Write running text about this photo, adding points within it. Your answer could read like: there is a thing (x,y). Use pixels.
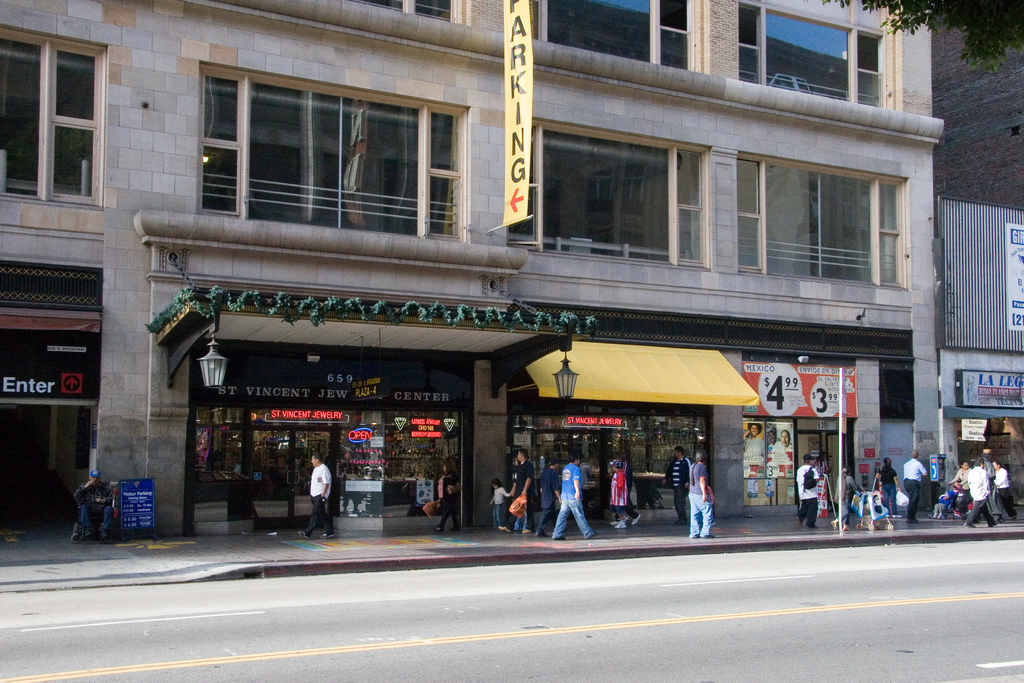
In this image I can see a road (665,613) in the front (631,582). In the background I can see number of people (519,483) are walking on the footpath (407,549). I can also see few buildings (759,239), number of stores (446,348), number of boards (777,388), two lights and on these boards (21,374) I can see something is written. On the top right corner of this image (1023,10) I can see leaves (1018,46) of a tree (963,50).
